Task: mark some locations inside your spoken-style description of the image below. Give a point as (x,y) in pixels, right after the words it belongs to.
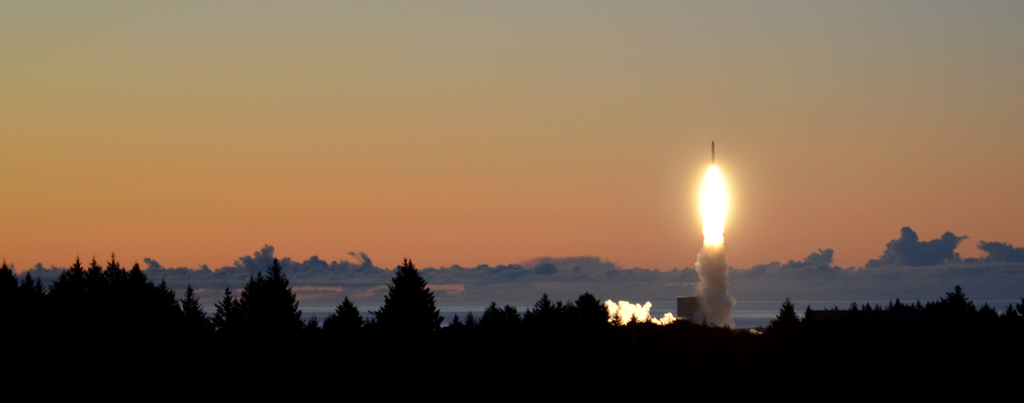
In this picture there are trees (13,302). At the back (612,312) there is a smoke (640,315) and there is a rocket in the air (708,150). At the top (384,110) there is sky (338,115).
